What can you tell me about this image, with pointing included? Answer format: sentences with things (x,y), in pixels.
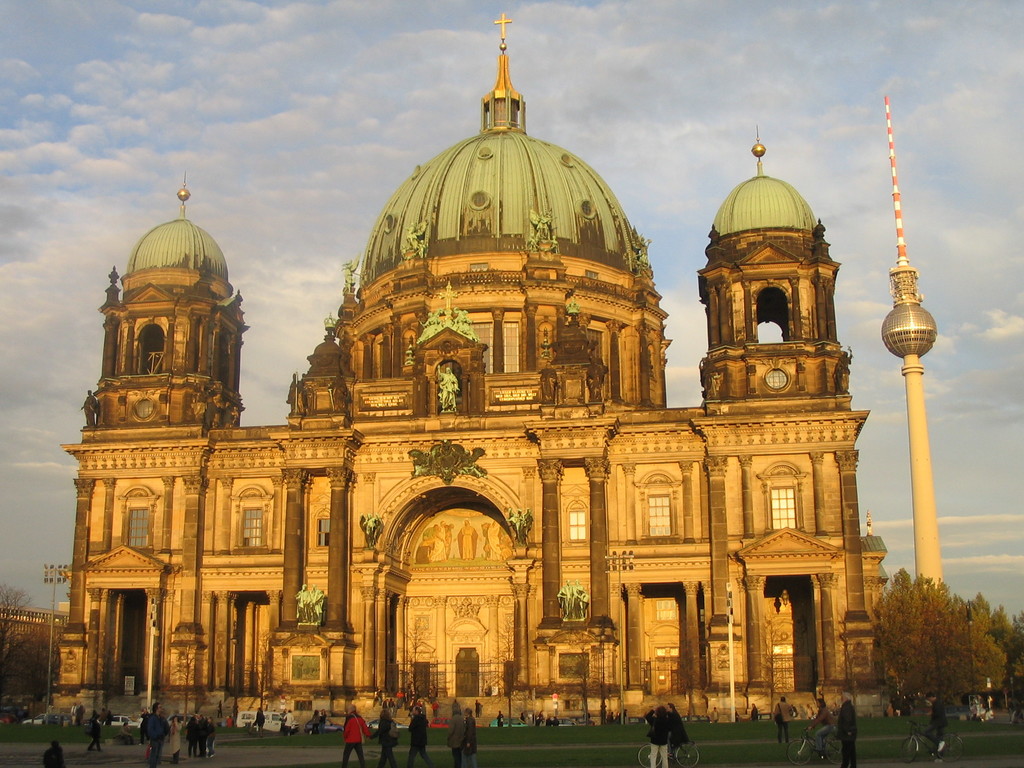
In the middle of this image (490,343) there is a building (556,608). On the right (935,602) and left side of the image (47,668) there are few trees (933,652). At the bottom (152,747) there are few people (468,743) and vehicles (505,725) on the ground (540,744). At the top of the image (232,86) I can see the sky (274,110) and clouds (323,141).
